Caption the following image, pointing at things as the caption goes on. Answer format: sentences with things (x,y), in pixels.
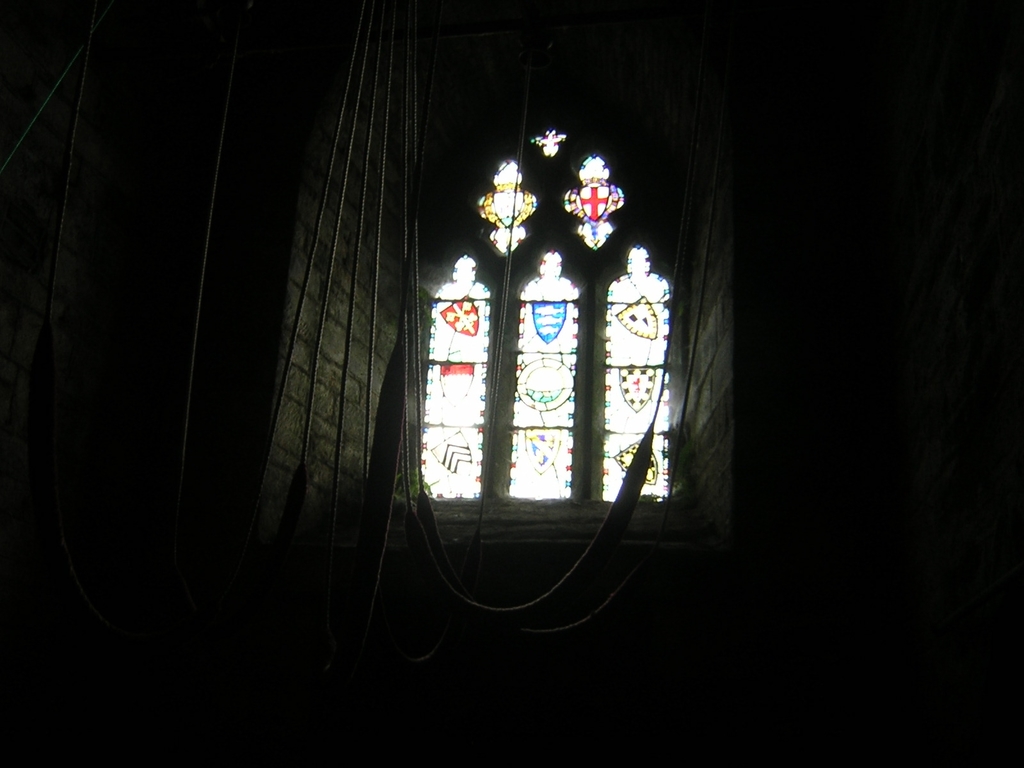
In the image we can see the windows (546,334) and on the window (545,316) we can see some design (562,368). The corners of the image are dark.
